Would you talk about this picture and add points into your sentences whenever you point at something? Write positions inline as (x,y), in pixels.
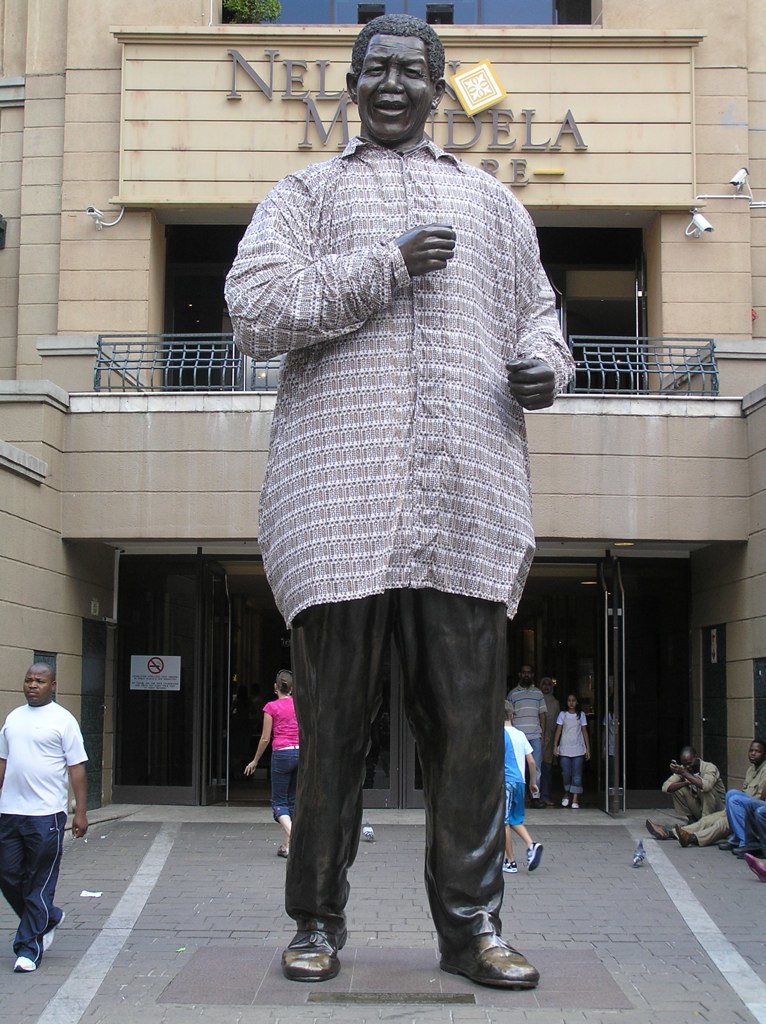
It is a giant sculpture (361,456) of Nelson Mandela (332,711) and behind his sculpture (321,434) there is a huge building (643,643) and some people (42,714) are walking in front of the building (108,525) and there are some cameras (104,216) fit to the building's wall (102,589).
